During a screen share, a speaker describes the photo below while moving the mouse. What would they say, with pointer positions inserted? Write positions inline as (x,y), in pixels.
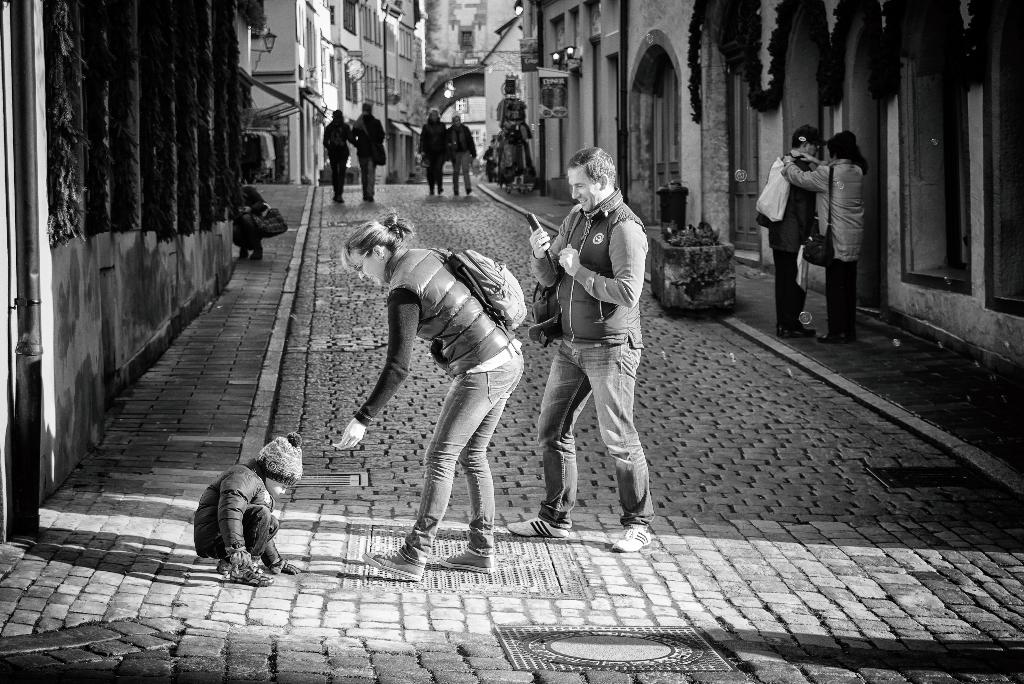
As we can see in the image there are buildings (408,67), clock (350,63), few people (399,226) and dustbin (677,199). The woman (405,244) standing over here is wearing black color jacket (435,285) and bag (490,309). The man (578,208) is wearing black color jacket (573,291) and holding mobile phone (535,216). The image is little dark.
